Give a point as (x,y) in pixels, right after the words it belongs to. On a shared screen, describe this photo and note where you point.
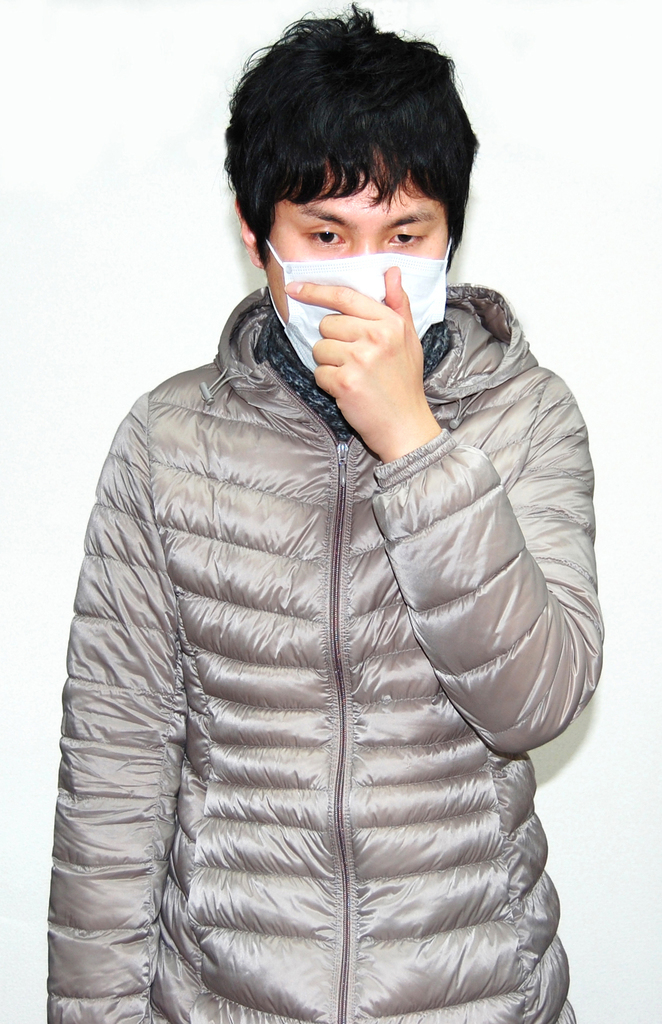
In this image in front (83,1012) there is a person (303,309) wearing a mask (374,292).
